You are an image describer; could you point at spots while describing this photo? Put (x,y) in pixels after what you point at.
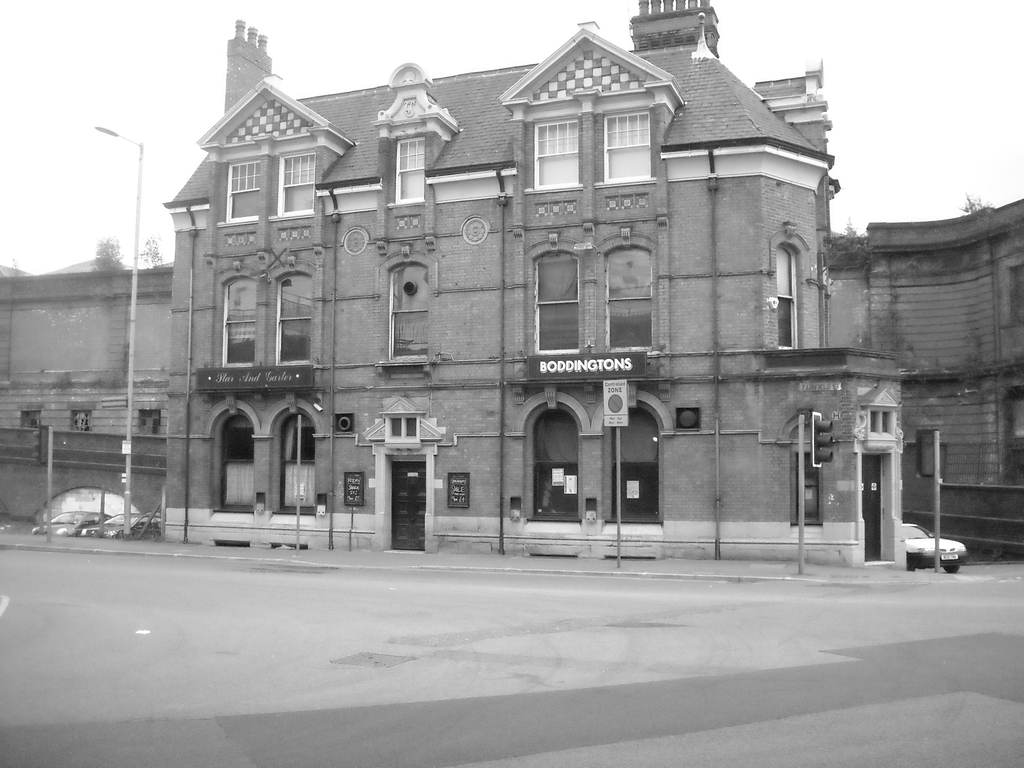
There is a road (713,653), on which, there is a white color vehicle (933,534) near a footpath (679,570), on which, there are poles (936,514). Beside the footpath (516,565), there is building (240,269), which is having glass windows (631,260). In the background (88,302), there is wall (957,298) of the building (978,294) and there is sky (41,44).
